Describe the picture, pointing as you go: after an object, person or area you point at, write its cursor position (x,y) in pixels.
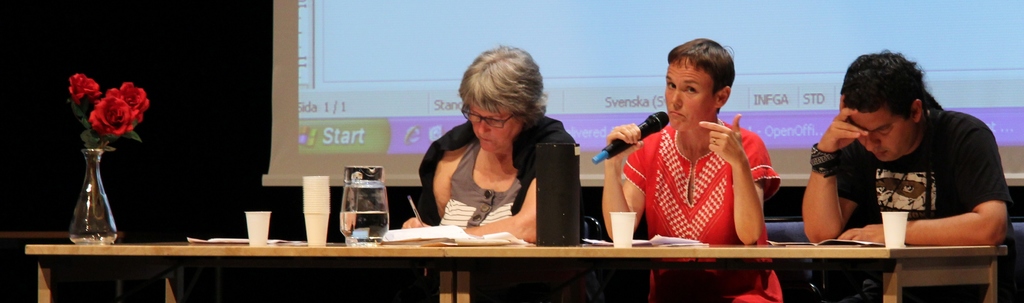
As we can see in the image there are three people (515,119) sitting on chairs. Behind them there is a screen (588,52) and there is a table (290,246). On table (637,255) there is a flower flask (93,184), flowers (97,103), glasses (309,222), jug (356,206) and papers (695,242). The person (706,212) sitting in the middle (642,132) is holding a mic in her hand (615,132).
